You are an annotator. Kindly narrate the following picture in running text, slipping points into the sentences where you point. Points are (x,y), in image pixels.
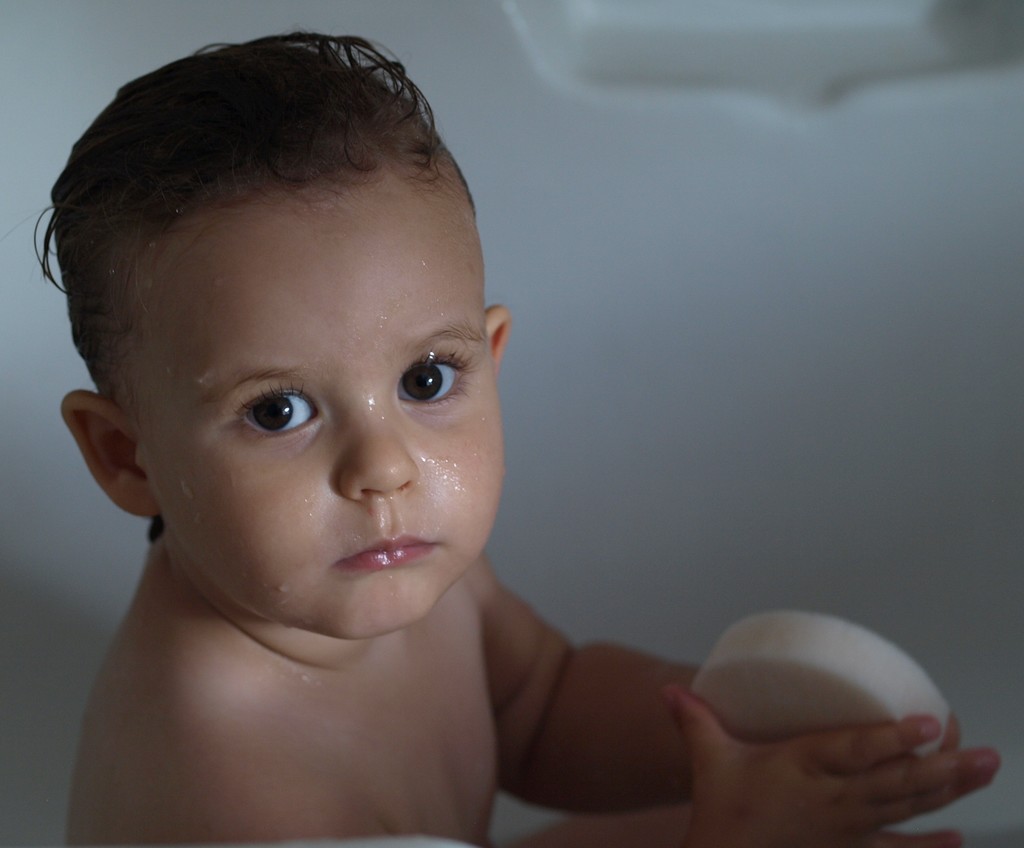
In this picture we can see a boy (429,388) is sitting in a bathtub (667,426) and holding a soap (852,721).
